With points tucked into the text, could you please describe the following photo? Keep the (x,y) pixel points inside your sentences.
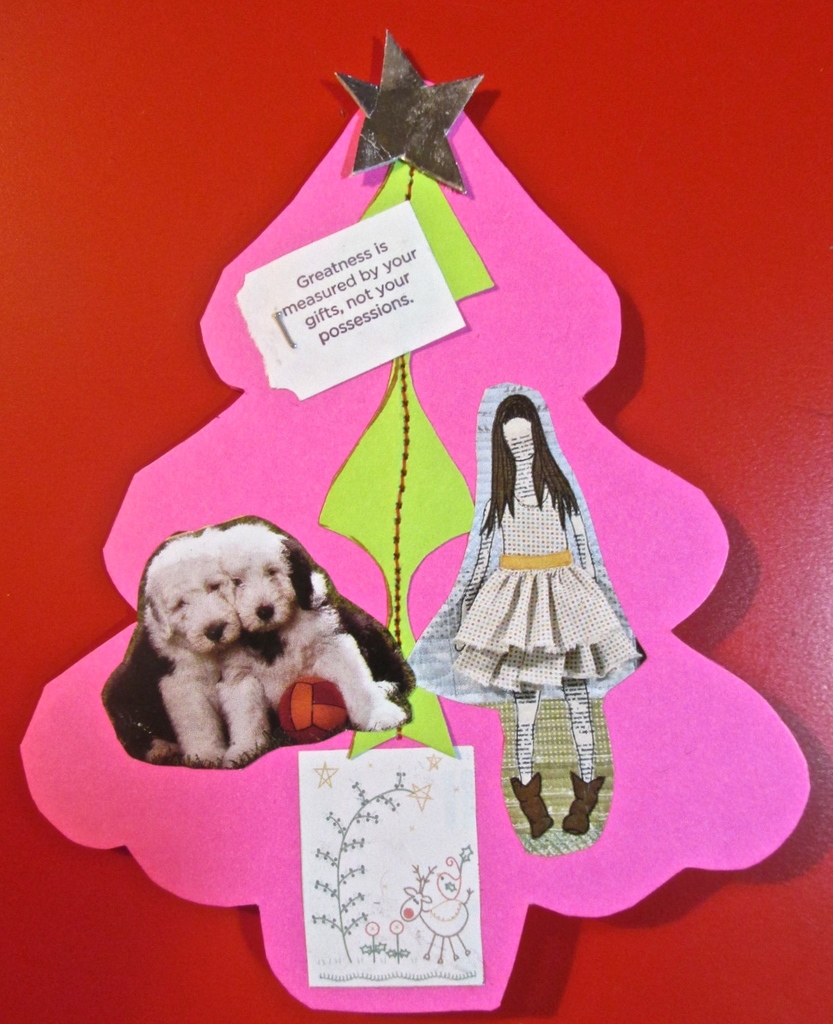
In this image I can see two dogs (232,618). They are in white and black color. I can see a red ball (340,694) and white dress (526,544). I can see two papers (404,777) are attached to the pink board (459,212). Pink board (652,517) is attached to the red color board (610,200).
